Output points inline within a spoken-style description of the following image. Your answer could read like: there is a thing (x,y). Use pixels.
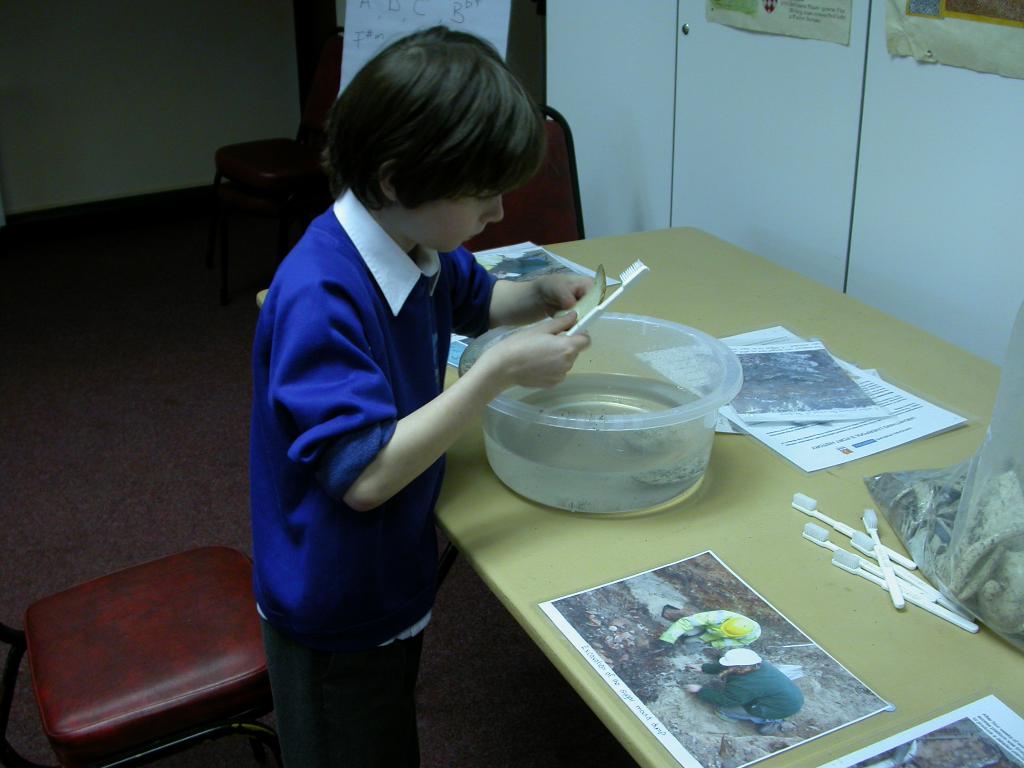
This image consists of a child (312,391). He is cleaning something with a brush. There is a bowl (546,412) in front of him. There are papers (599,645) and toothbrushes (864,561).
